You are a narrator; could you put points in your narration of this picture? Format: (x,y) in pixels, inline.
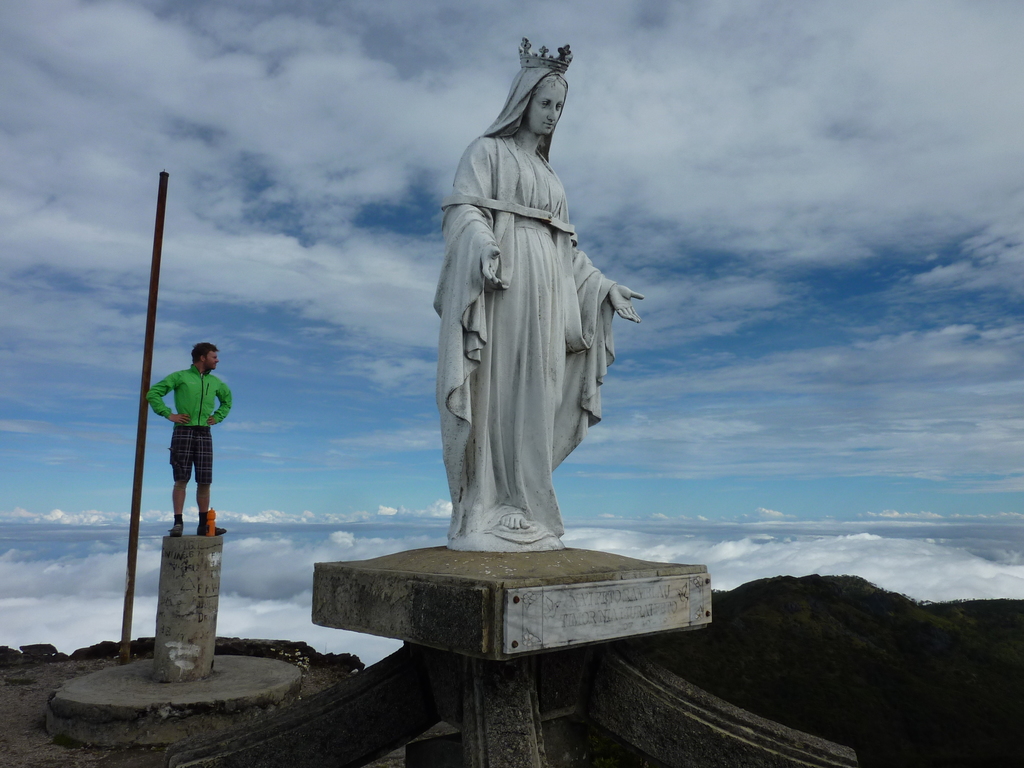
In the image we can see a sculpture (475,294) of a person (488,320) standing and wearing a crown (560,69), beside the sculpture (548,175) there is a person (187,455) standing, wearing clothes (191,438) and shoes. Here we can see the pole (136,500), grass (778,634) and the cloudy sky (745,470).
